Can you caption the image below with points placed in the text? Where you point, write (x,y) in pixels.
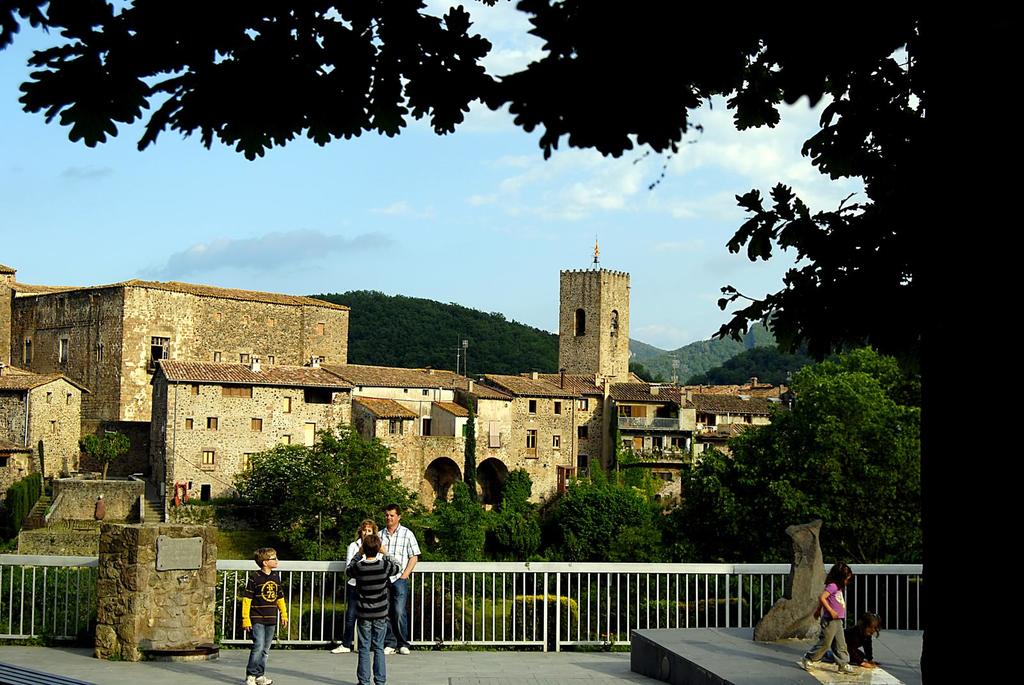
In this image I can see number of people (361,684) are standing. In the background (292,546) I can see number of trees (595,474), buildings (284,440), mountains (504,364), clouds (686,213) and the sky (402,203).
